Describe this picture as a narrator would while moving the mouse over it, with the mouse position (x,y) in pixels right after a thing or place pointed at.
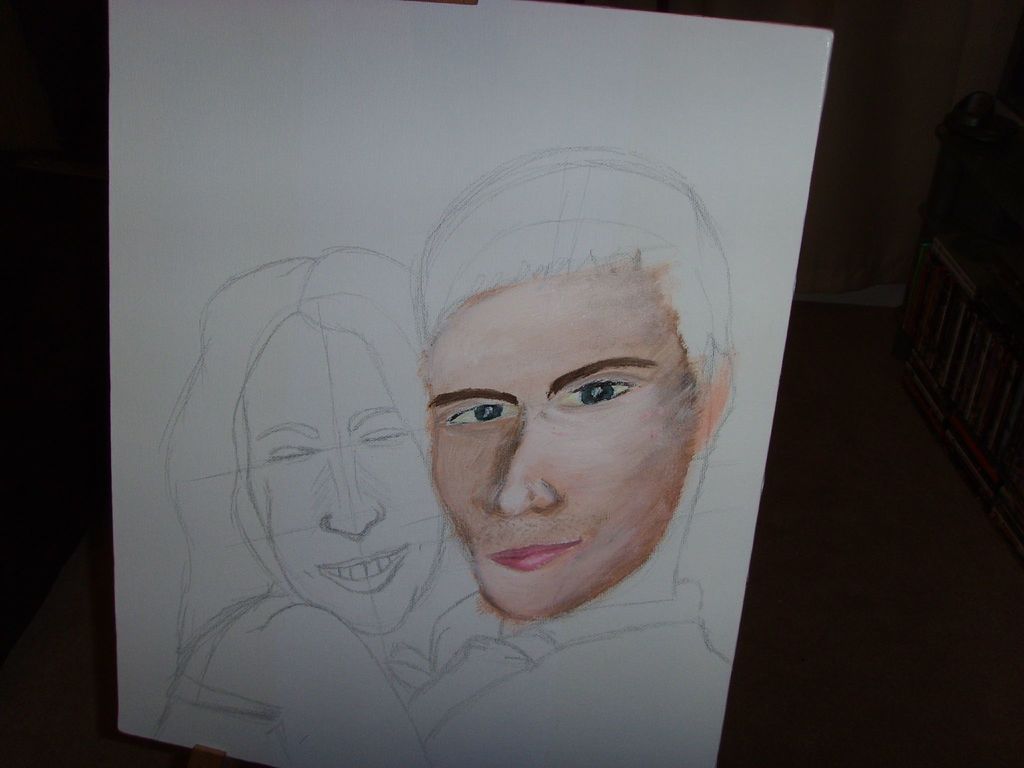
In this image there is a paper (527,674), on that paper (433,674) there is a sketch (292,470) of a lady (335,448) and a man (545,672), in the background (900,29) it is dark.
